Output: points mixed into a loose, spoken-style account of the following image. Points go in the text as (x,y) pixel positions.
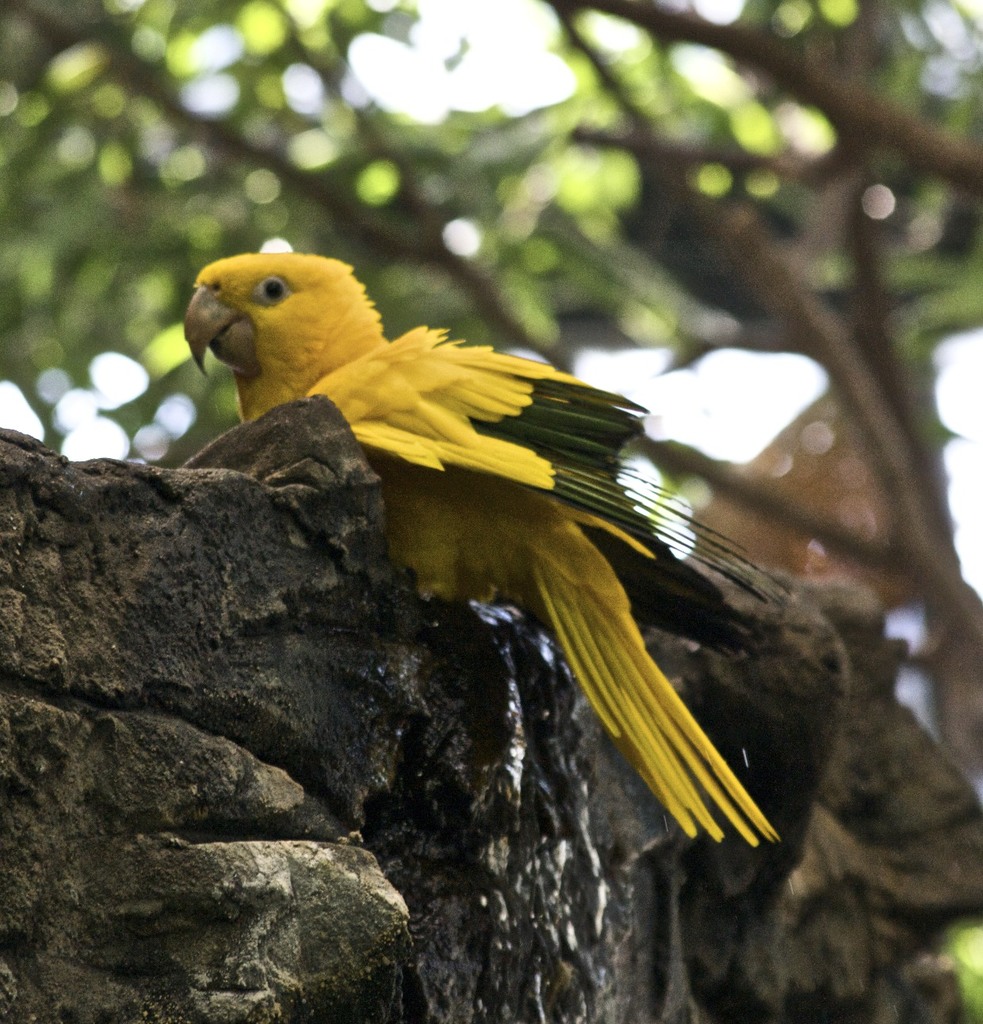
In this picture we can see a bird (347,410) on the wall (336,483), in the background (293,234) we can see few trees (675,253).
